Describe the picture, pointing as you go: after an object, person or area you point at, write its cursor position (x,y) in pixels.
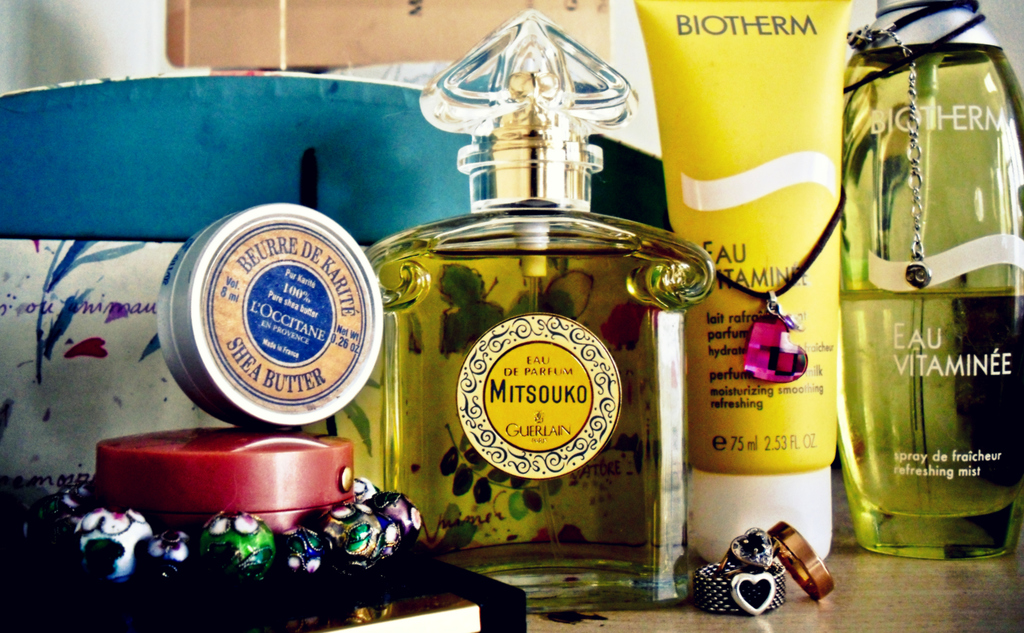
In this Picture we can see the perfume bottles (897,486) on the top of the table (955,585), Cream tube (746,497) and a yellow perfume bottle (897,539), Behind we can see the blue box (148,166) and in front (151,467) a round red lotion box (100,451) and some heart finger rings (729,593) on the table (797,632).
